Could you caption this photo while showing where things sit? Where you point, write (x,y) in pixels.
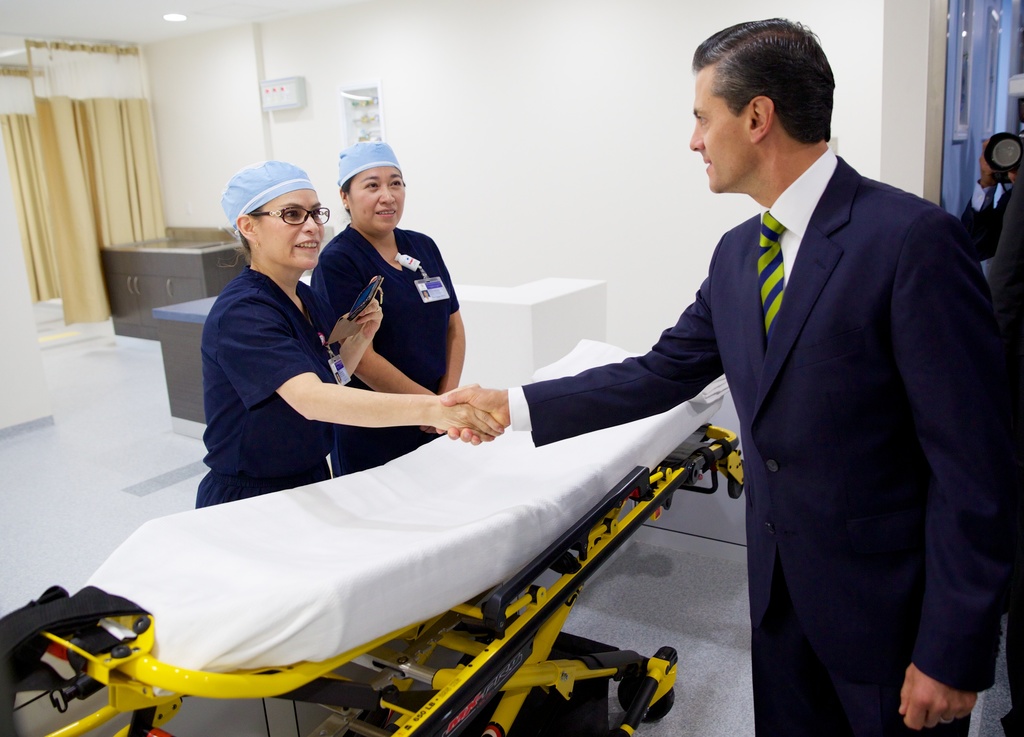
In this image I can see on the right side (845,343) a man (824,359) is shaking the hand (489,407) with a woman (304,349), he wore tie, shirt (802,214), coat (794,300). On the left side (219,385) two women (263,307) are there, they wore blue color dress (396,355), it looks like a hospital (38,513).
